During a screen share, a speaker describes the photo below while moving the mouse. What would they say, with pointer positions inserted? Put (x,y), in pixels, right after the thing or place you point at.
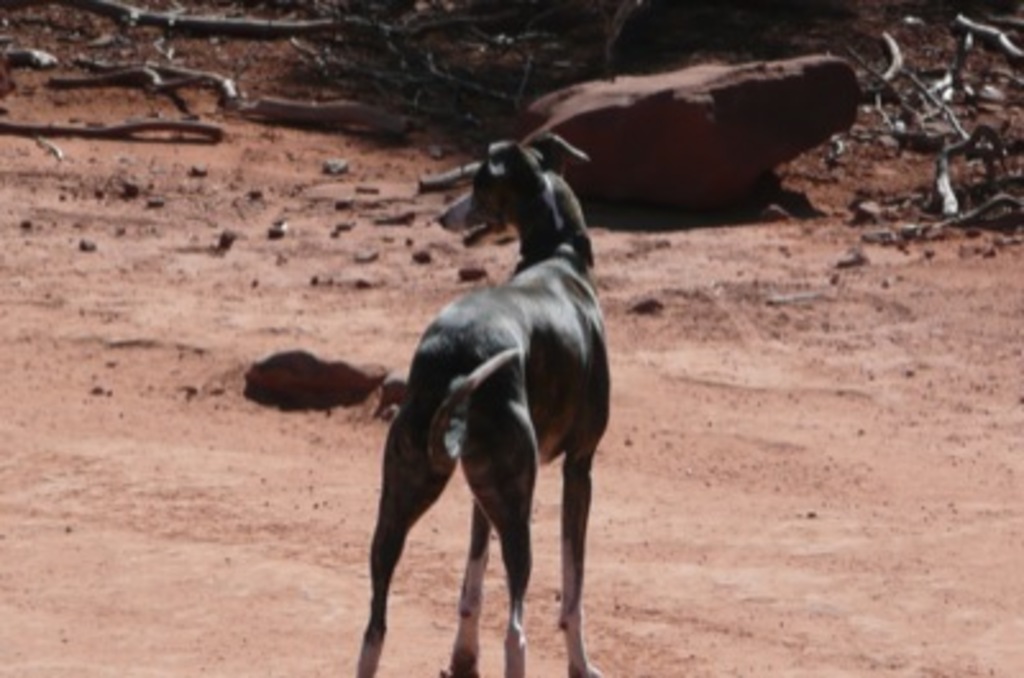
In this image in the center (483,393) there is a dog (482,433). In the background (215,75) there are wooden logs (202,78) on the floor (518,100) and there is a stone (743,100).
